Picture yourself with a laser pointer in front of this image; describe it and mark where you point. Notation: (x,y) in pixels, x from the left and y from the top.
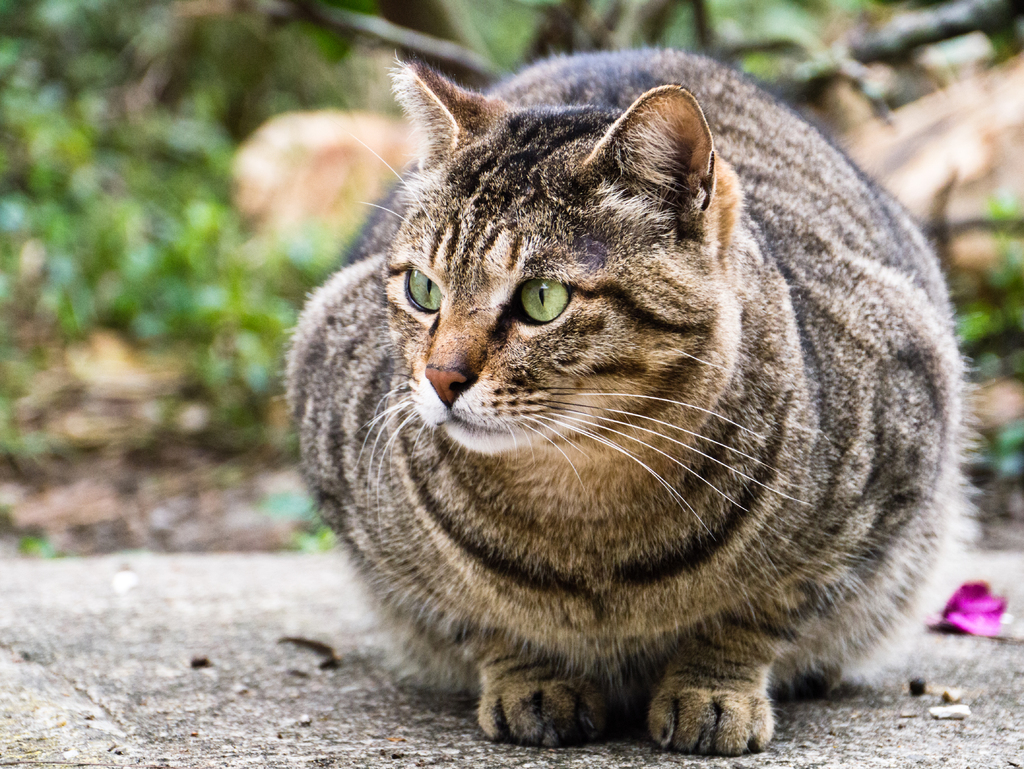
In this image we can see a cat (688,724) on the rock surface (299,717). In the background of the image (235,341) there are plants (180,193) and tree branches (897,44).
